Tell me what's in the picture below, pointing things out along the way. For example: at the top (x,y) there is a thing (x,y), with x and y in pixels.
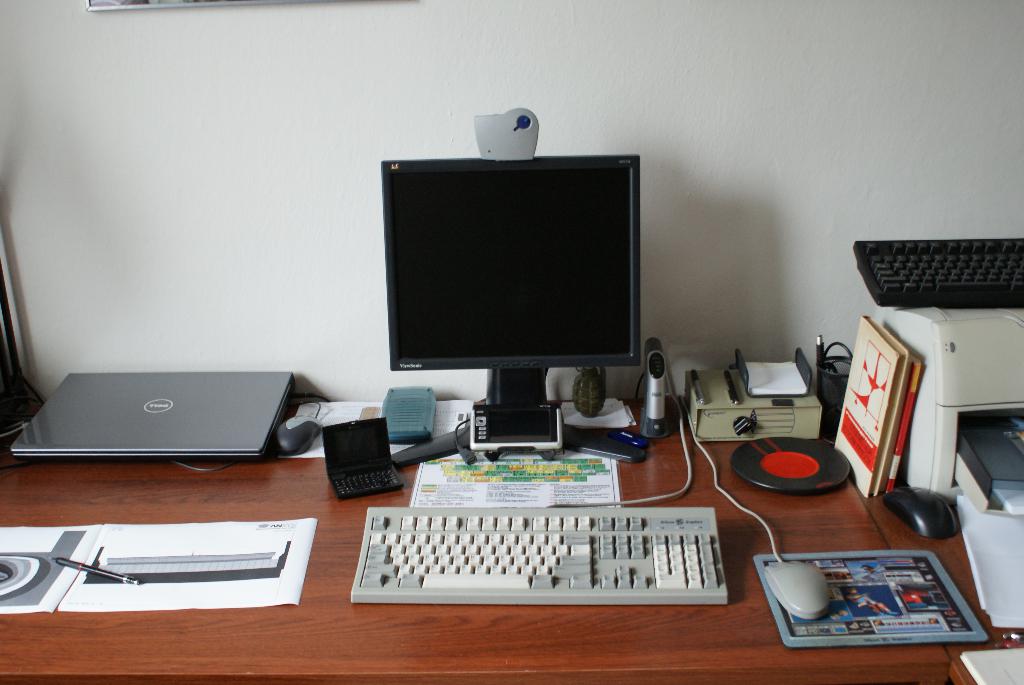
In this picture we can see a monitor (587,330), a keyboard (606,525), a mouse (793,576) and mousepad (894,579), on the right side of the picture (947,469) we can see printer (960,470), on the left side of the picture (124,432) there is a laptop (165,428), we can see another mouse (934,494) here, in the background (689,121) there is a wall (679,147) and also we can see a paper (164,595) and pen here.
